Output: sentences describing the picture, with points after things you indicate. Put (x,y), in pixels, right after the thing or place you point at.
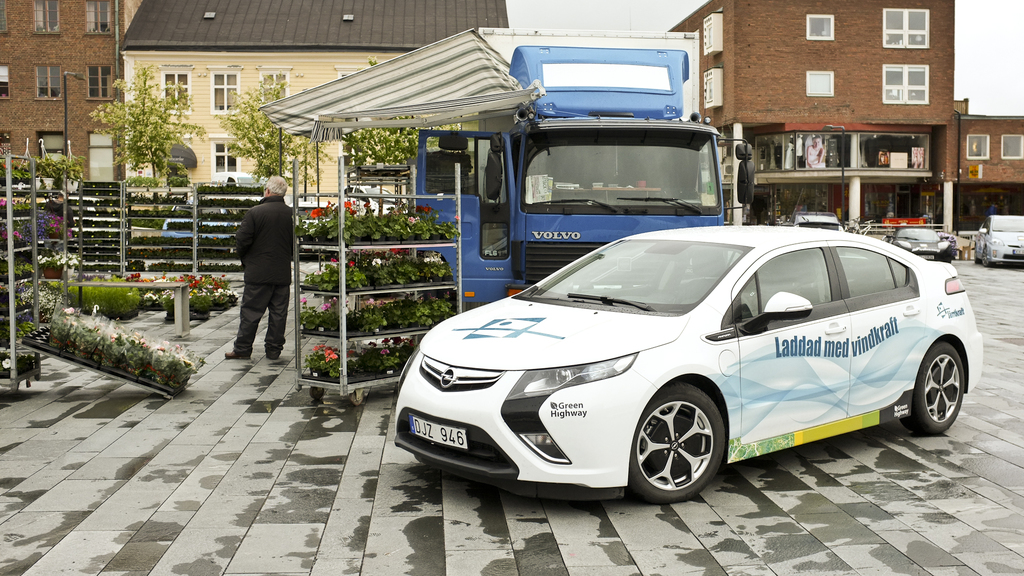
In this image I can see the vehicles (790,280). These vehicles (726,248) are colorful. To the left (99,333) I can see the racks (309,333) with plants (392,367). I can see the different color flowers (214,289) to the plants (223,302). I can also see the person (258,263) standing to the side of the rack (342,315). In the background (120,136) there are trees (108,131), buildings (795,110) with windows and the sky (653,24).
